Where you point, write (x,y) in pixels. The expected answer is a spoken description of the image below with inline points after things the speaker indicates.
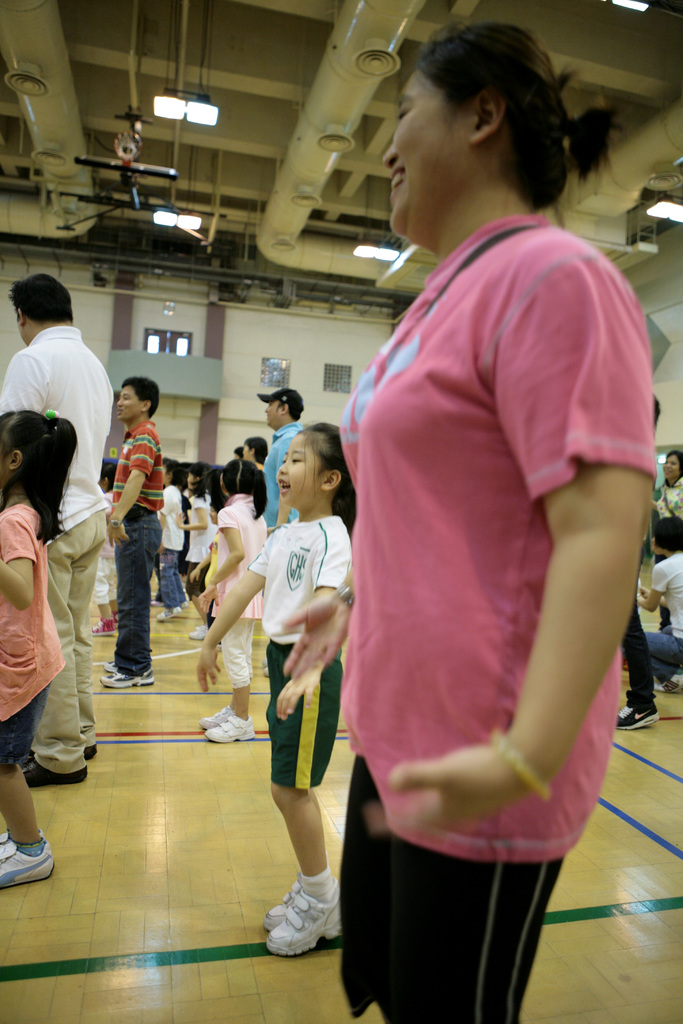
In this picture there are men (76,409), women (366,792) and children (295,544) standing on the floor (196,829). Most of them are smiling. I can observe some lights (181,112) hanged to the ceiling (206,189). In the background (170,325) there is a wall (165,391).
